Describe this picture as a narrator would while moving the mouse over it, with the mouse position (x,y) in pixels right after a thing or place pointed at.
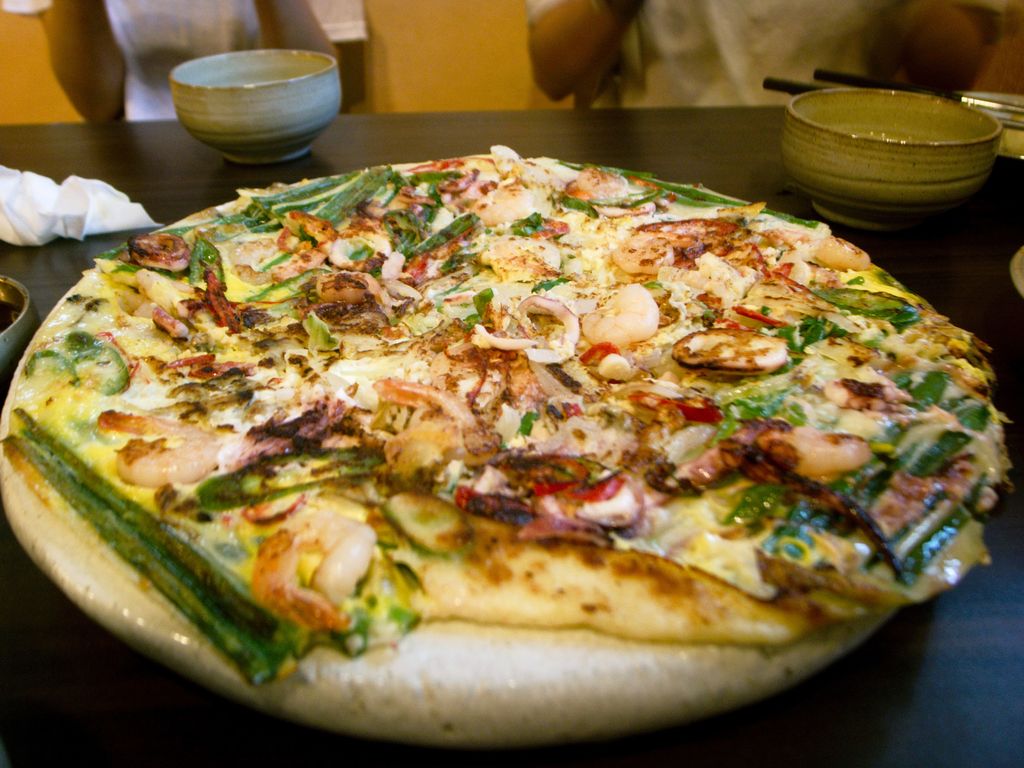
In this image we can see there is a food item (155,489), two bowls (312,139) and some other objects (133,210) placed on the table (597,751), in front of the table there are two persons (763,28).
